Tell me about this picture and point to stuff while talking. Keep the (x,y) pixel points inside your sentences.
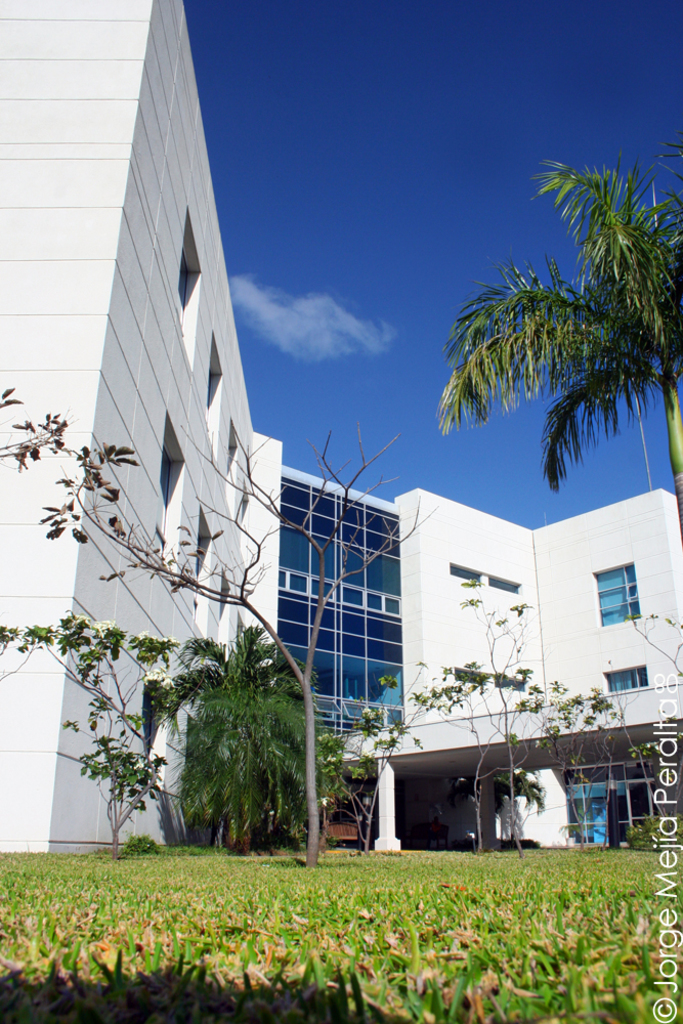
At the bottom of this image (381,904) I can see the ground (155,858). In the middle of the image (321,650) there is a building (52,181) and some trees (310,756). At the top of the image (392,174) I can see the sky (365,120) in blue color. In the bottom right (663,903), I can see some edited text (669,928).
